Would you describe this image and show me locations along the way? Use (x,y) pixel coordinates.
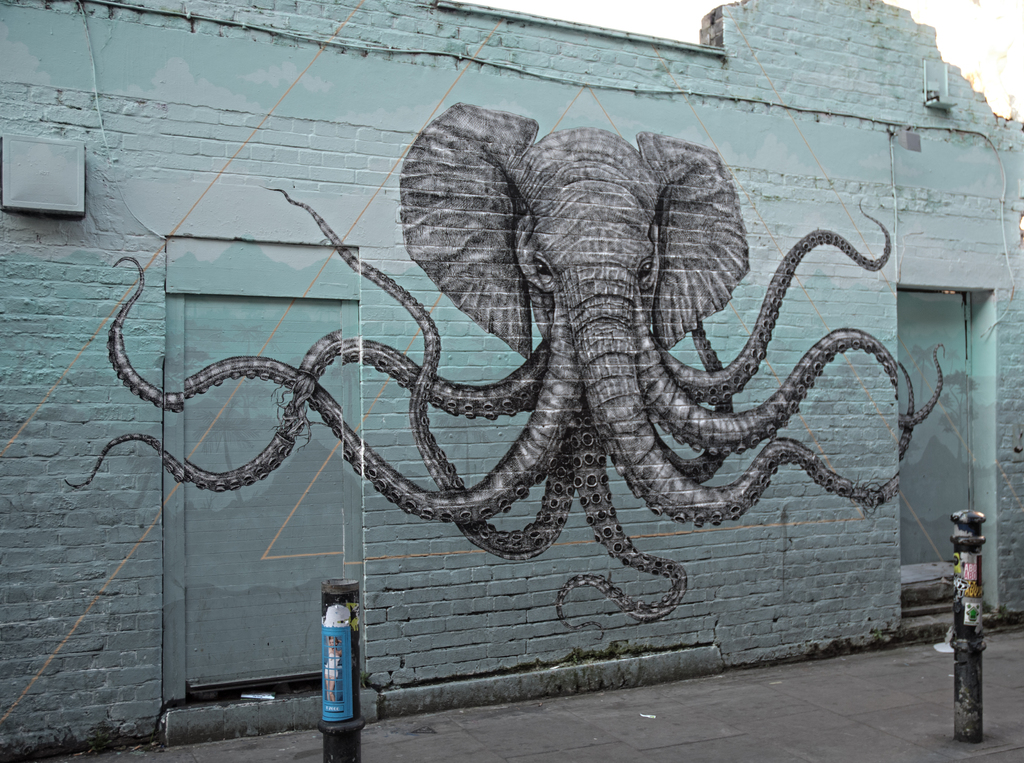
In this picture we can see a wall (649,510) and on the wall (447,339) there is elephant graffiti (546,327). In front of the wall (493,615) there are two poles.
